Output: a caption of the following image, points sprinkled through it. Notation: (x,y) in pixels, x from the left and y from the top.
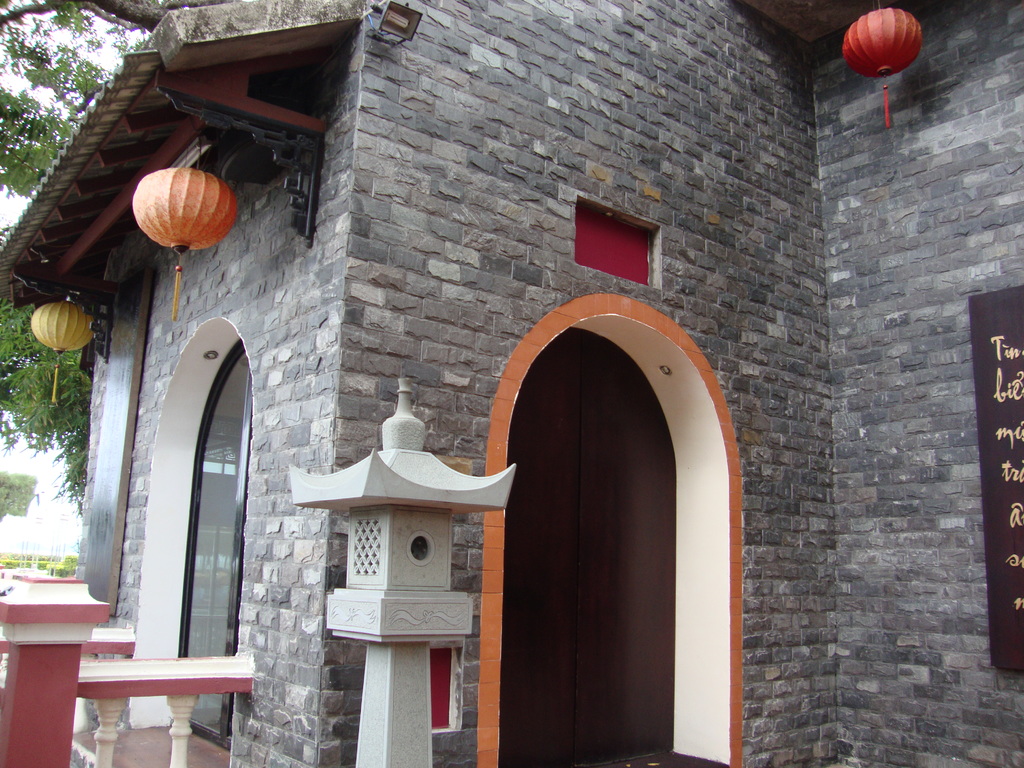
In this image in the center (353,296) there is a building (541,218) and on the right side (989,378) there is a board (989,406) with some text (1020,388) written on the board (1017,438). On the top (896,13) there are lanterns (874,43) hanging. In the front (391,600) there is a stand (409,606) which is white in colour. On the left side (228,553) there is glass (211,522) on the wall (261,513) and there are trees (55,73).
